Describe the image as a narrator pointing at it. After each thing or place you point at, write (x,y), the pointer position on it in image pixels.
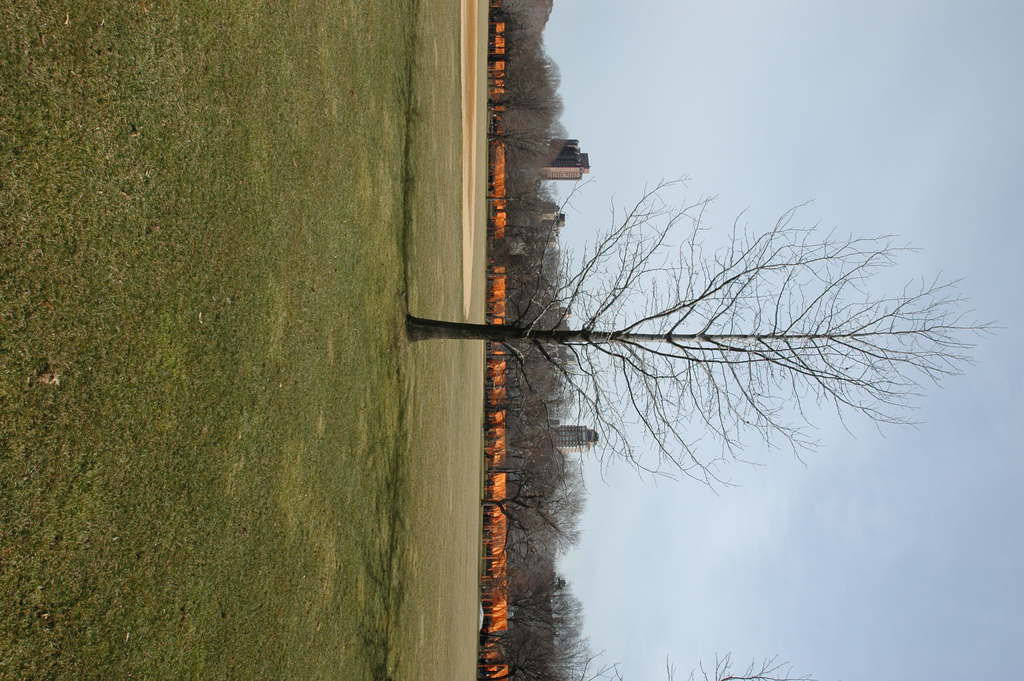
In the image I can see the ground (229,276), some grass (229,276) on the ground (229,276) and a tree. In the background (489,361) I can see few orange colored objects (501,447), few trees (542,641), few buildings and the sky (578,189).
